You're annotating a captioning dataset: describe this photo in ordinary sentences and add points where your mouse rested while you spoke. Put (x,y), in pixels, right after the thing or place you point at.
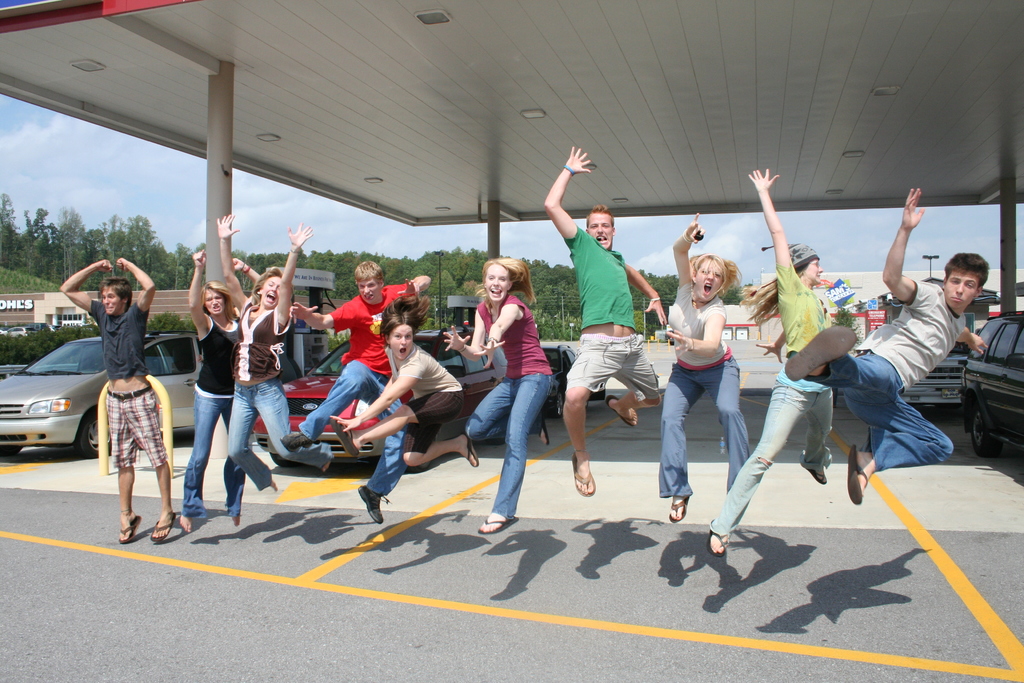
There are people (463,339) jumping and we can see shadow (328,529) of people (910,333) on the road (335,568). In background (192,369) we can see trees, cars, poles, boards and sky (118,213).
